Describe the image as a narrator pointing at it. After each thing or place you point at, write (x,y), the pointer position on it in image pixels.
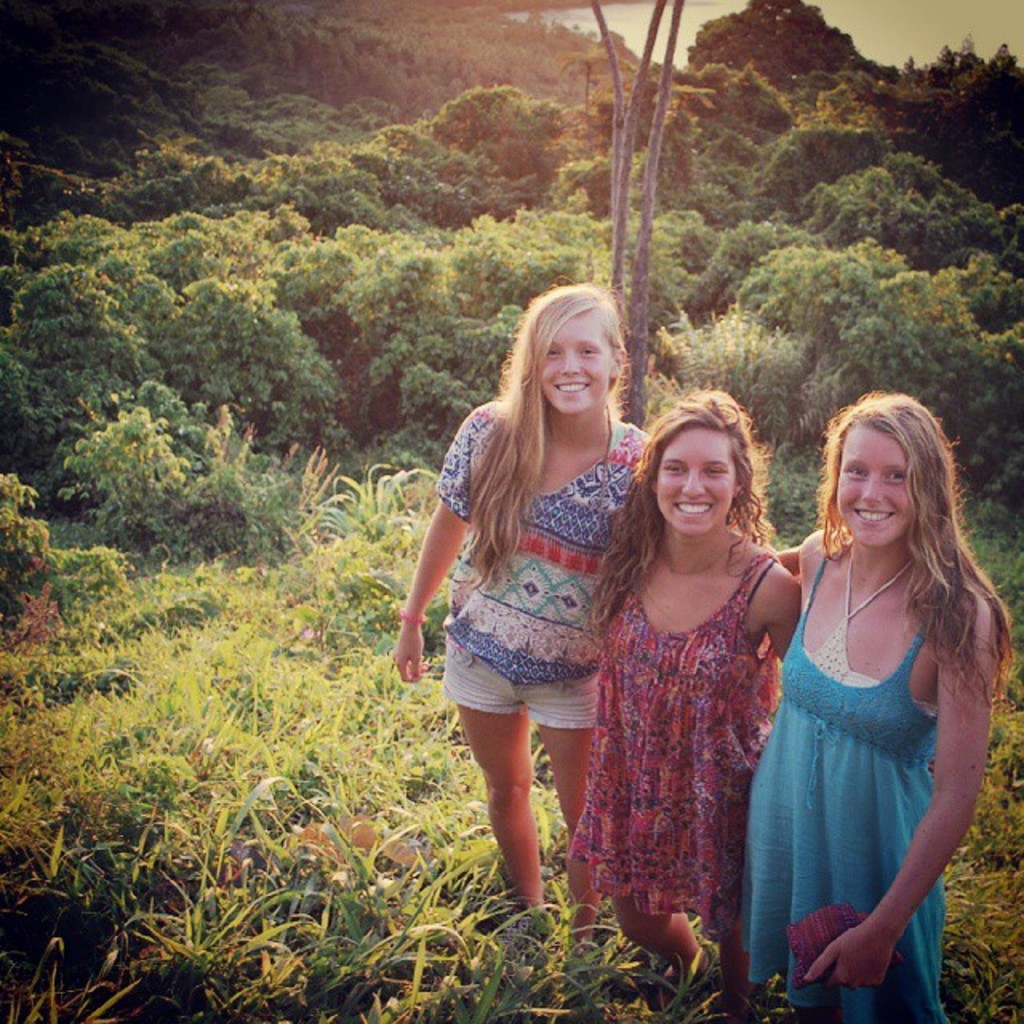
In the image there are three ladies (710,695) standing on grassland (372,676) and behind there are trees (894,312).
